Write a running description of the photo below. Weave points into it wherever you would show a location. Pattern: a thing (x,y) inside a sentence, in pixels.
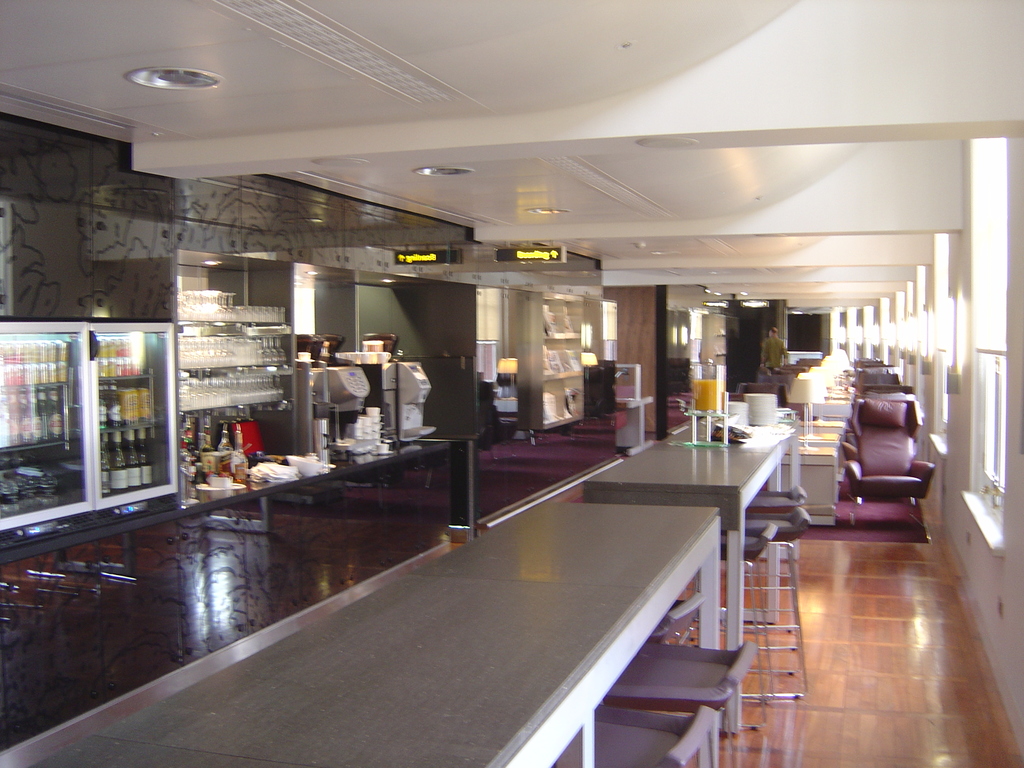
In this image there are tables (600,511) and chairs (885,451). On the left (1,532) there is a refrigerator (68,496) and we can see beverages (44,407) placed in the refrigerator (78,363). There are glasses (218,308) placed in the stand (275,403) and we can see things (287,462) placed on the table (403,451). In the background (442,371) there is a wall (1013,373) and we can see lights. On the right (903,304) there are windows (917,338).
